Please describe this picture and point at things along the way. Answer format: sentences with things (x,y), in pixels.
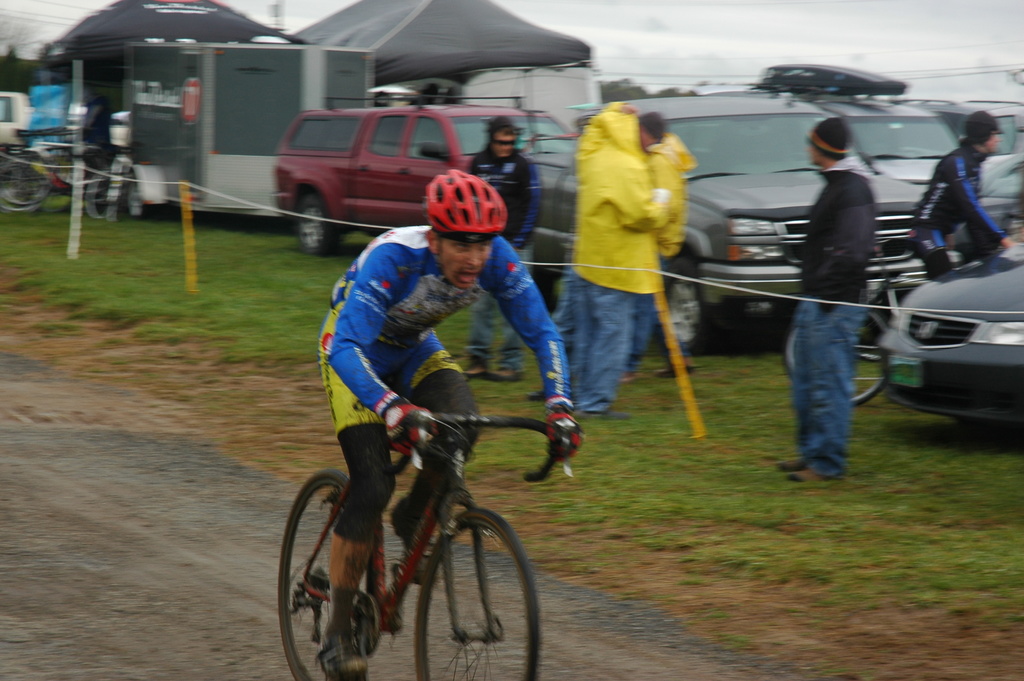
In the middle of the image (533,307) a person (330,324) is riding a bicycle (459,641). Behind him there is fencing (188,191). Behind the fencing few people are standing and few people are holding some bicycles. Behind them there are some vehicles (1008,265) and tents (483,34) and trees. At the top of the image (613,58) there is sky (989,36).
